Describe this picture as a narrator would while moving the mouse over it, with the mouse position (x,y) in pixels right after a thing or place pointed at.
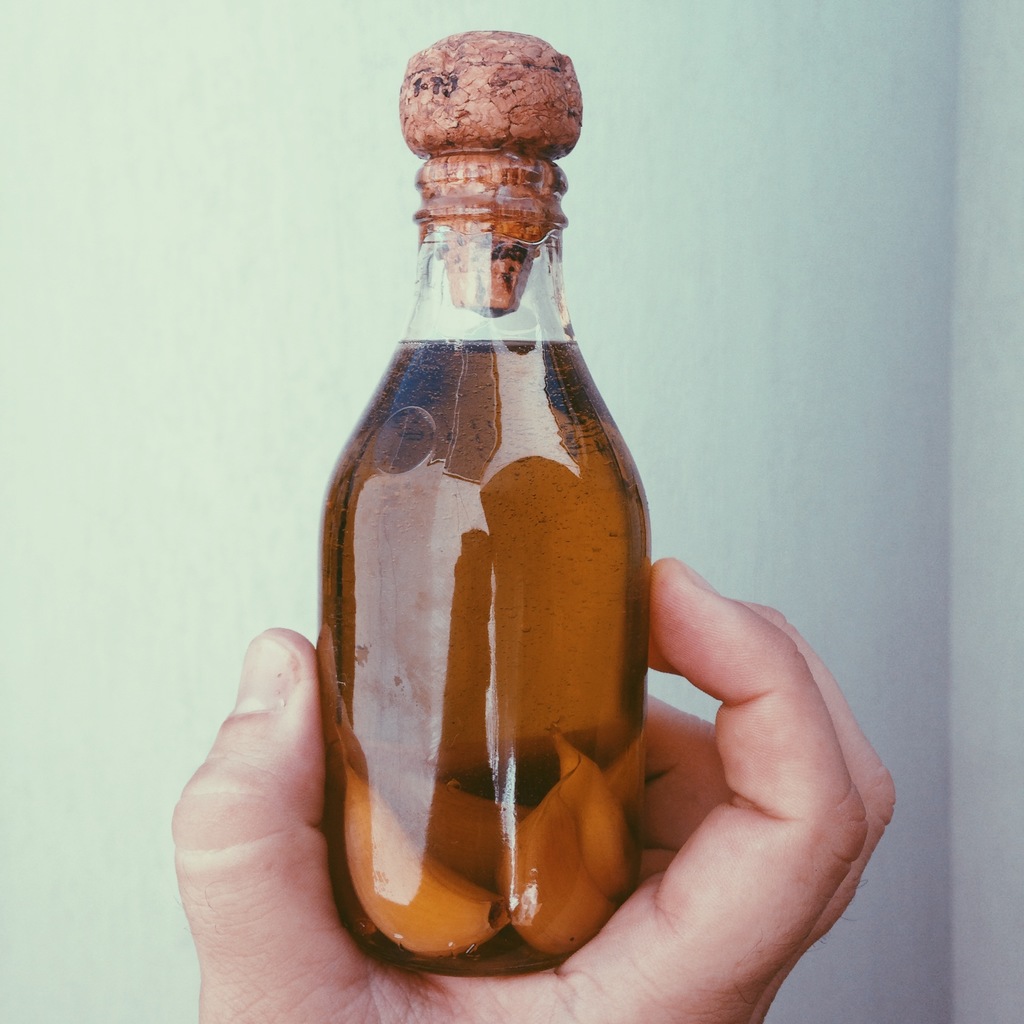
Here we can see a person (704,993) holding a bottle (546,886). The bottle (539,796) contains some liquid (568,558) in which garlic pieces (491,909) are present and the bottle (460,230) is being closed with a lid (467,76).
